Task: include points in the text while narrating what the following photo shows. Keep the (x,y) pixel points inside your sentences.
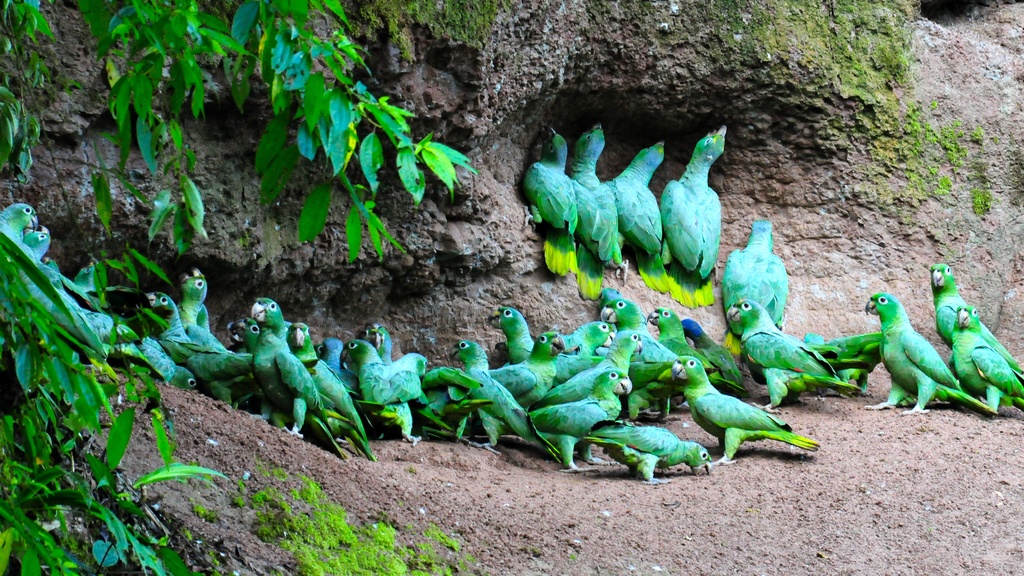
In this image there are birds (573,220), in front of them there are leaves (49,346) with branches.
